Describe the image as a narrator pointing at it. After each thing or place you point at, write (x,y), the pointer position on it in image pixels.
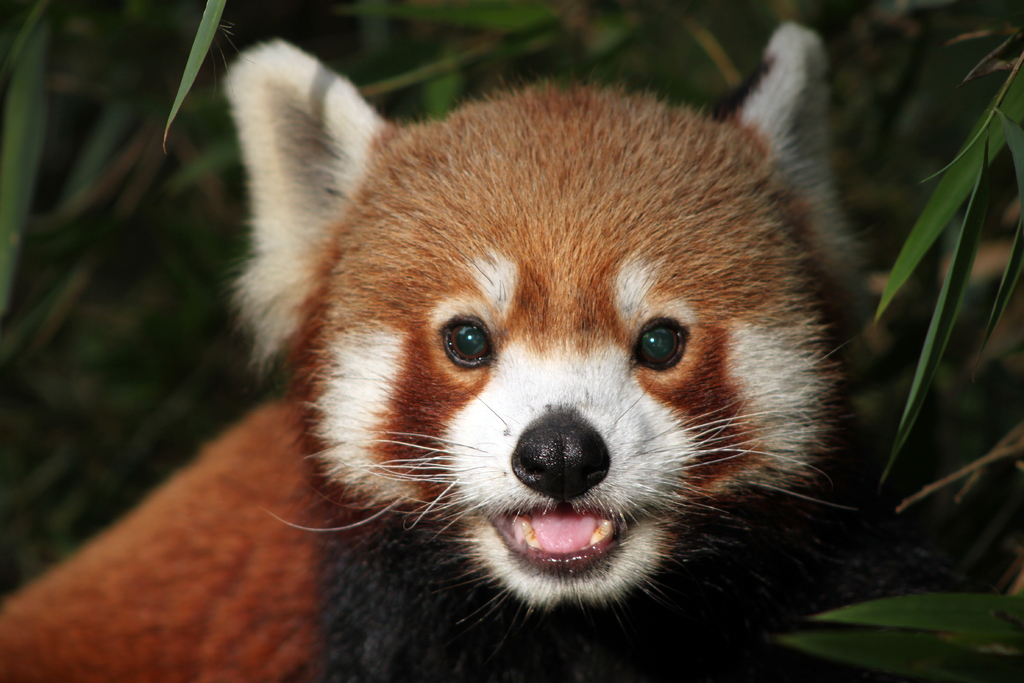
In the picture we can see an animal (261,657) which is brown in color with some part (561,379) white to its face (334,331) and behind it we can see grass plants (944,202).
